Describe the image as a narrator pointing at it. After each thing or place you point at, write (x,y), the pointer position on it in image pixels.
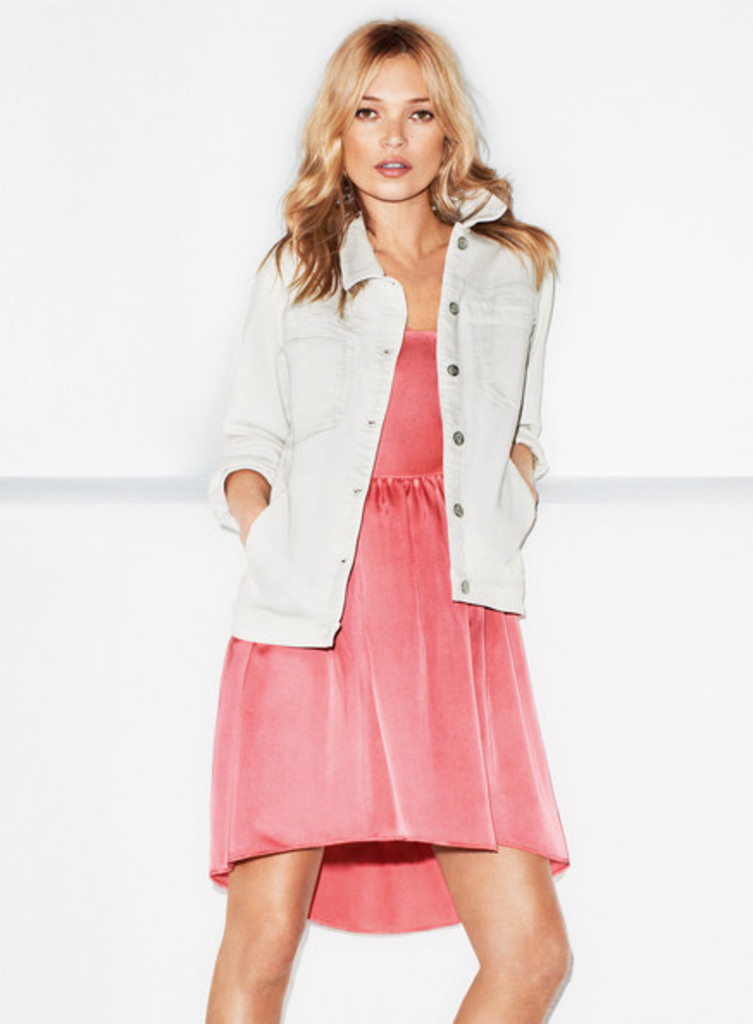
In the center of the image (311,575) there is a woman (313,860) standing. In the background (157,216) we can see wall (83,607).
